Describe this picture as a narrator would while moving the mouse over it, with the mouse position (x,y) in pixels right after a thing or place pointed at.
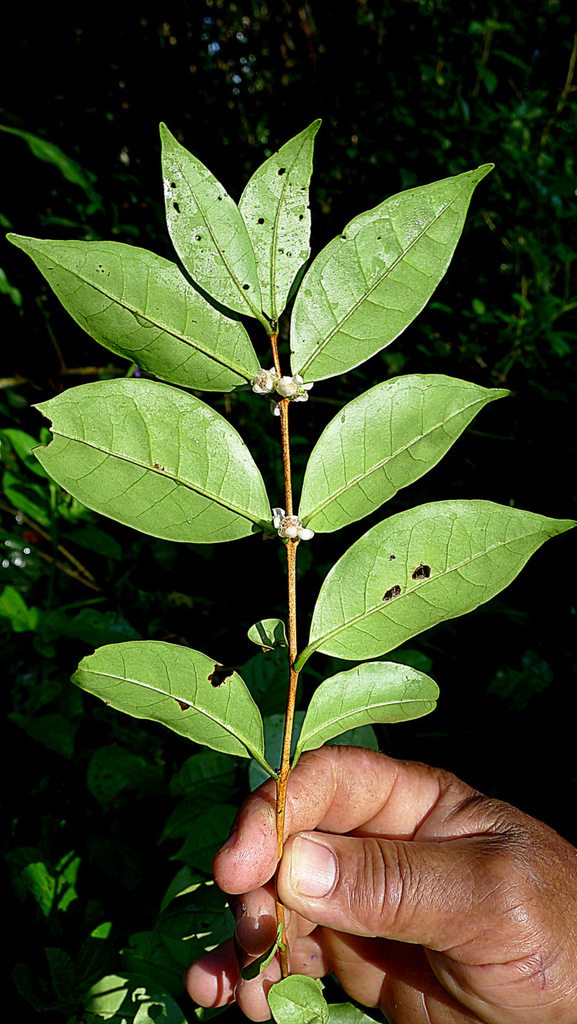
In this picture I can see a person's hand (335,904) in front (480,895) who is holding a stem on which there are leaves (333,442) and in the background (50,529) I see few more leaves (512,38) and I see that it is a bit dark.
